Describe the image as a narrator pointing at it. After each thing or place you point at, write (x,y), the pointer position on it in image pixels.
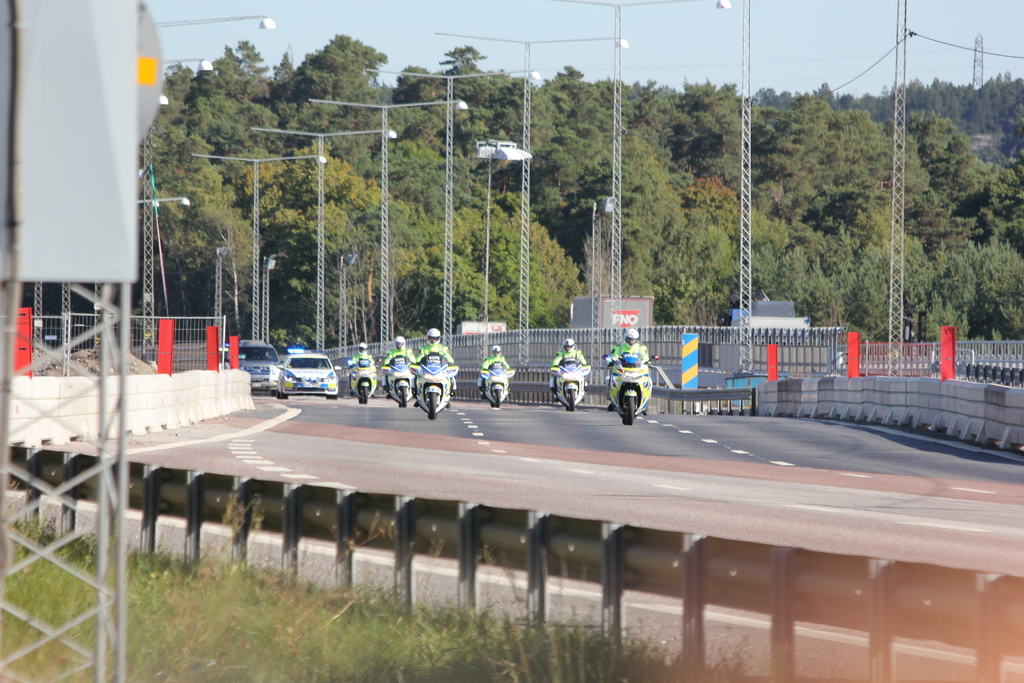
There are few people (569,357) riding motorbikes (435,398). I can see two cars (278,371) on the road (325,411). This looks like a grass (340,627). These are the streetlights (451,296). I can see the trees (653,208). This looks like an iron container (582,317). I think this is the fence (155,354).
